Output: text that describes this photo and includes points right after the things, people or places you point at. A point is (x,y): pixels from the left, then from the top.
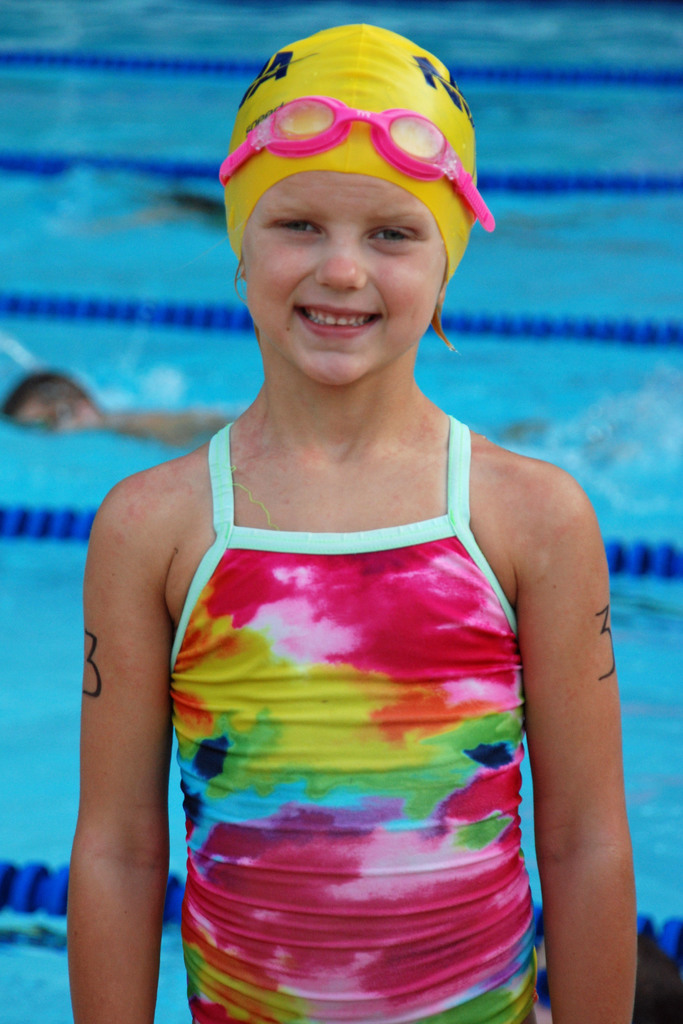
In this image there is a girl (336,240) standing and smiling, and in the background (186,202) there are two persons (186,202) swimming in the pool (63,270), and there are swimming pool lane ropes (17,513).
